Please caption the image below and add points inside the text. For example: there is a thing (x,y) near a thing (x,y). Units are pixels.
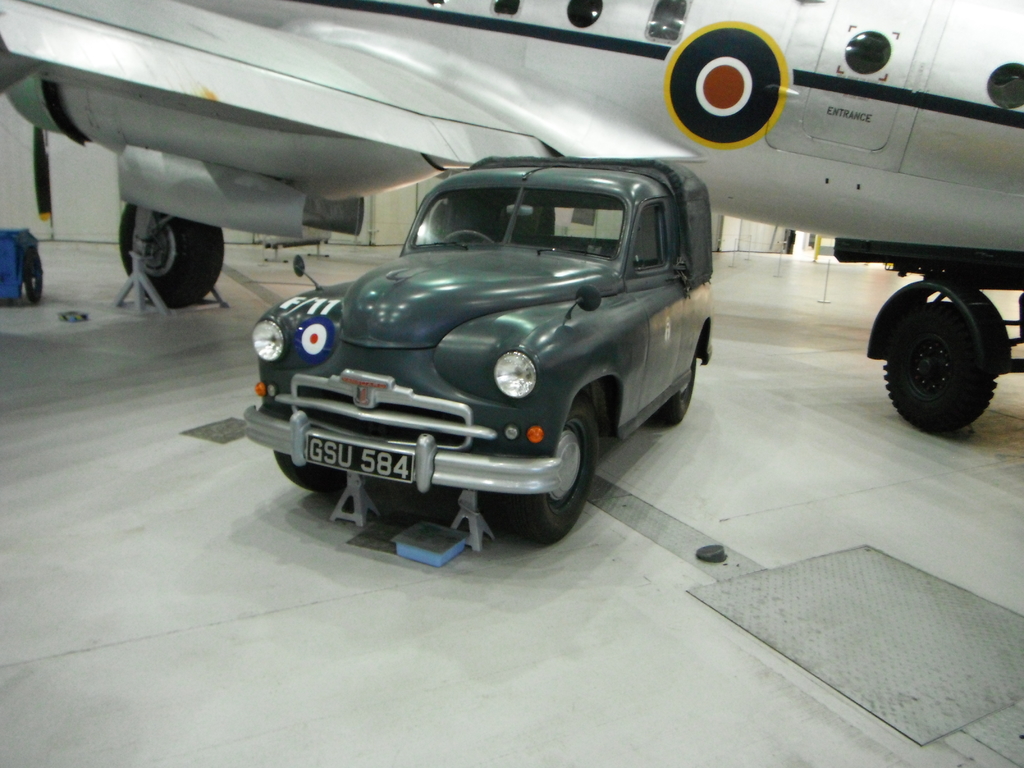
Here we can see plane (506,119) and car (549,369). To this car (431,285) there is a number plate (344,458) and headlight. To this plane (319,57) there are windows (655,17), wheels (157,238) and door (837,36). This is white surface (146,534).
